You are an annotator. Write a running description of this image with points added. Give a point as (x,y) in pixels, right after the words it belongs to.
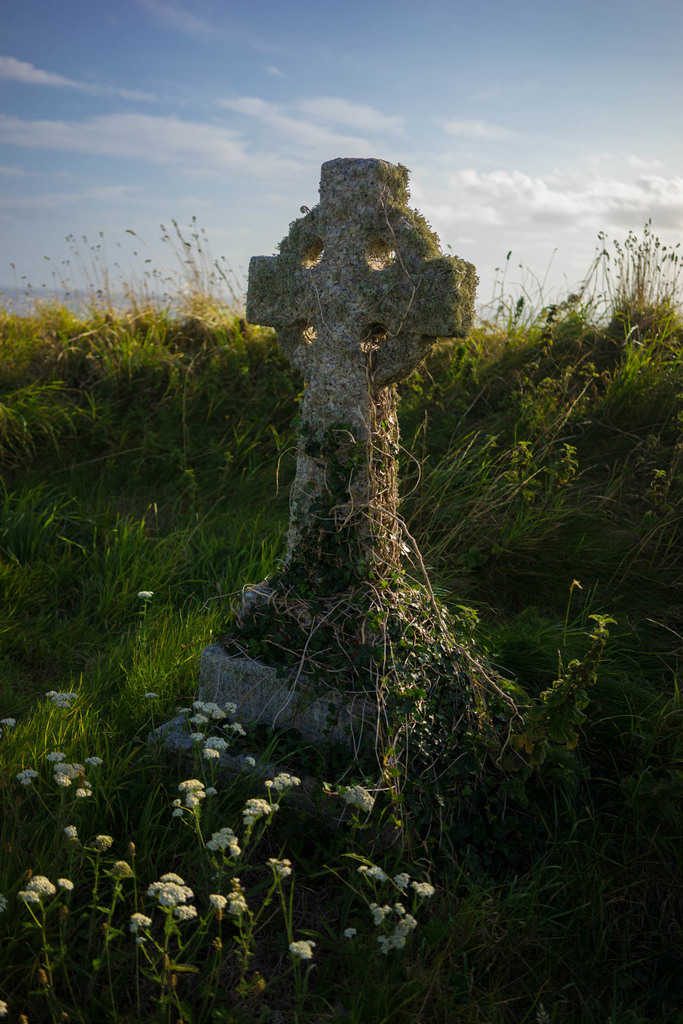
In this image there is some rock structure (334,498), around the rock structure (361,423), there are grass (62,668) and plants (319,588). In the background (493,207) there is the sky (585,273).
